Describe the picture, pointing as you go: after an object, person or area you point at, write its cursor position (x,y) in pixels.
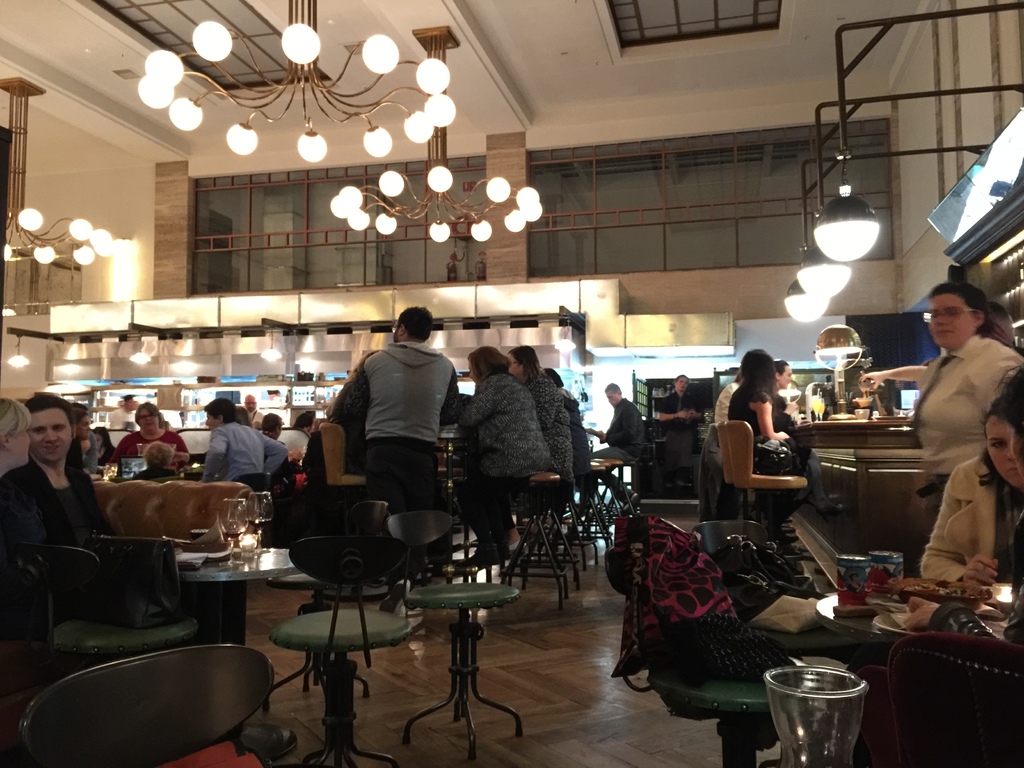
In this picture we can observe some people (172,457) standing and some of them were sitting in the chairs (191,627) around the table (446,431). There were women (957,465) and men (370,412) in this picture. We can observe chandeliers (276,93). In the background (708,290) there is a wall (689,297) and some lights (270,355).
